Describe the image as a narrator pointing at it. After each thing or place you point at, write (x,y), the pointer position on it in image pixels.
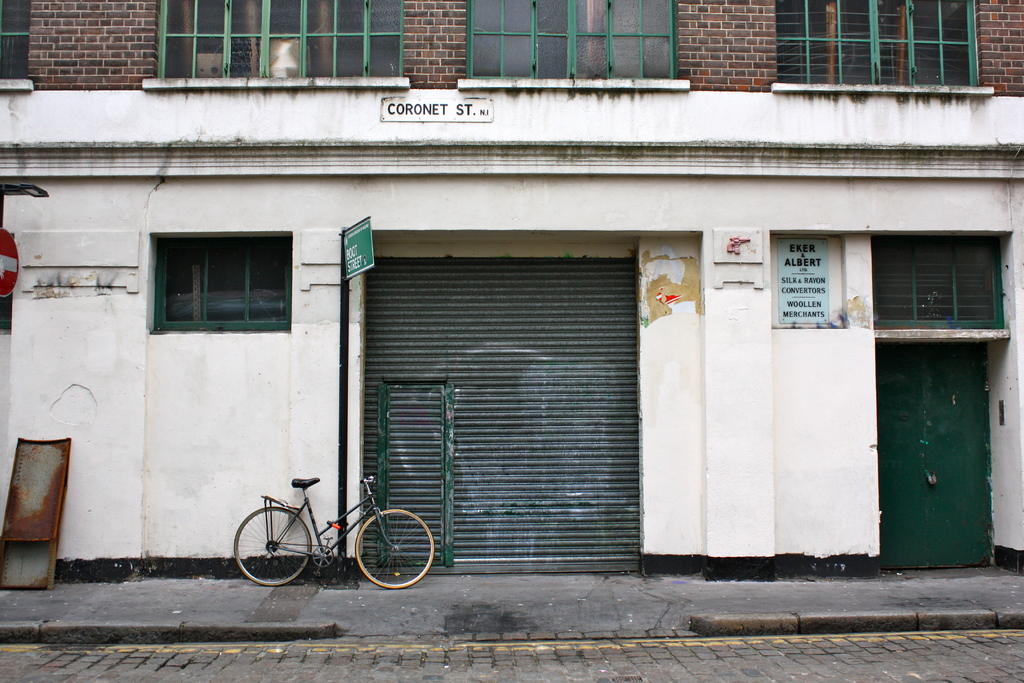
In the center of the image (537,285), we can see a building (546,410) and there is a name board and a sign board (5,271) and we can see a poster (681,295) on the wall (672,342). At the bottom (32,564), there is a bicycle (295,550) and there is a board (42,572) on the side walk (413,604).
